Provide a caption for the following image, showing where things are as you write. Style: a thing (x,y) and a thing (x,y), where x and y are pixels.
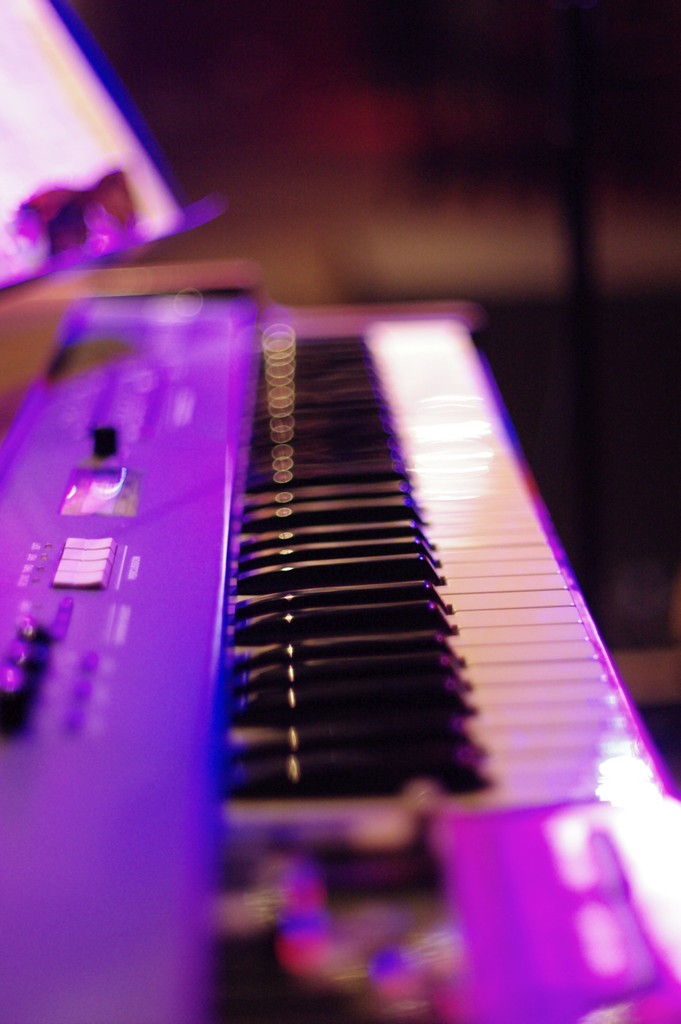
In this image i can see a piano (386,801).
